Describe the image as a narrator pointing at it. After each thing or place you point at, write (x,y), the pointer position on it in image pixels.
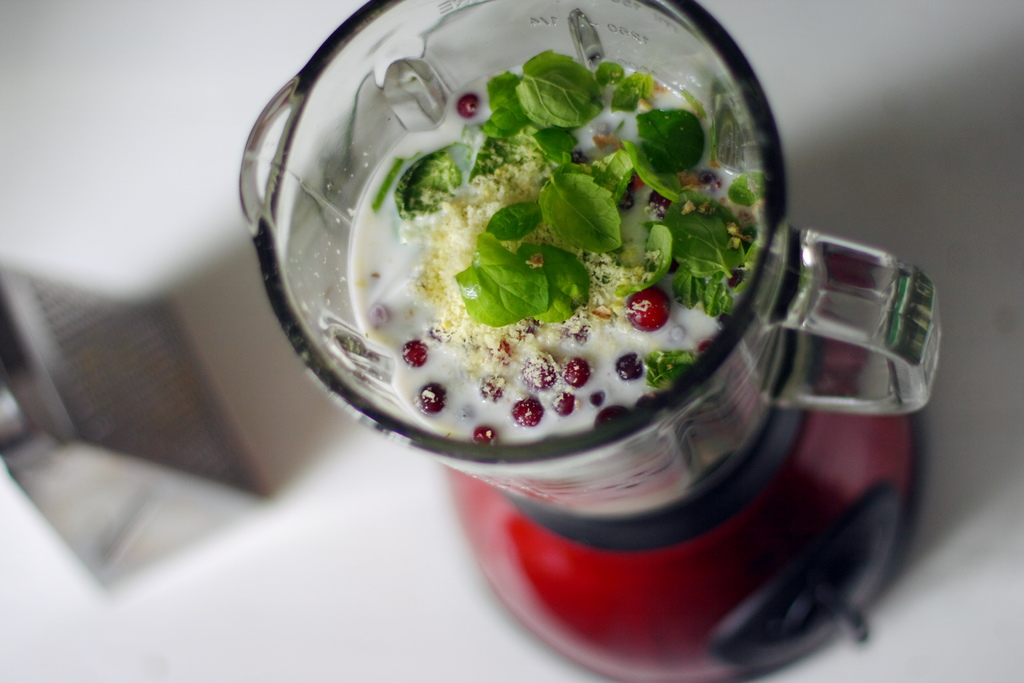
In this image we can see a jar (525,41) with some food item (560,317) on the grinder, also we can see an object (165,388) on the white surface (227,313).
